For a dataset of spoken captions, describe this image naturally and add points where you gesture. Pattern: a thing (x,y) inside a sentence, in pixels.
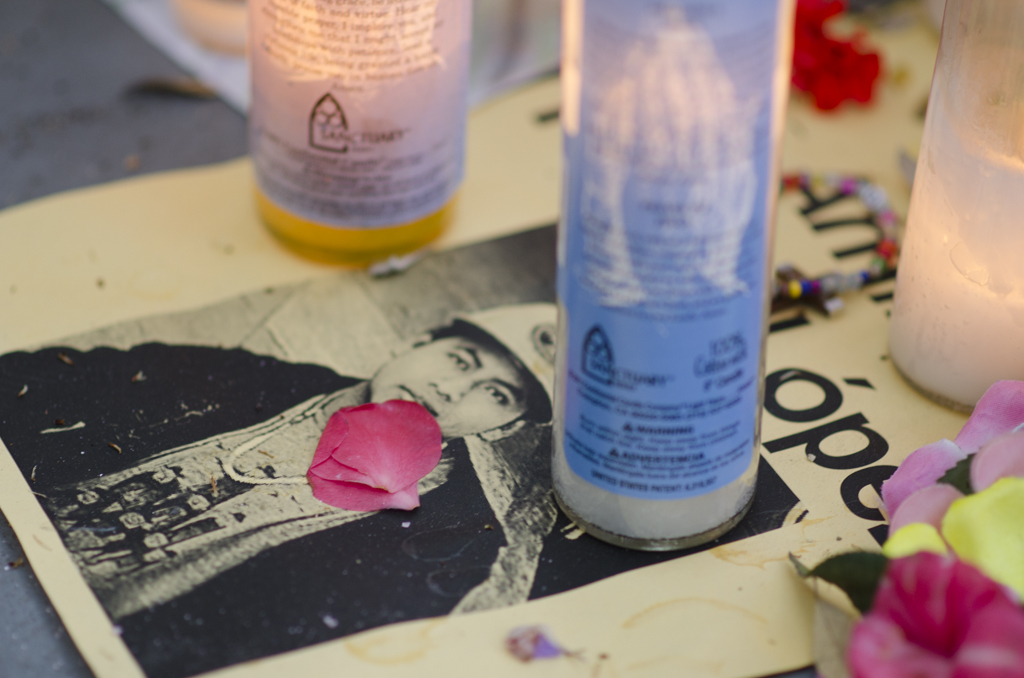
In the foreground of this image (260,492), there is a poster (152,485) on the surface (21,635) on which, there are few bottle like objects (979,275), few flower petals (968,625) and a chain (822,281) on it.
